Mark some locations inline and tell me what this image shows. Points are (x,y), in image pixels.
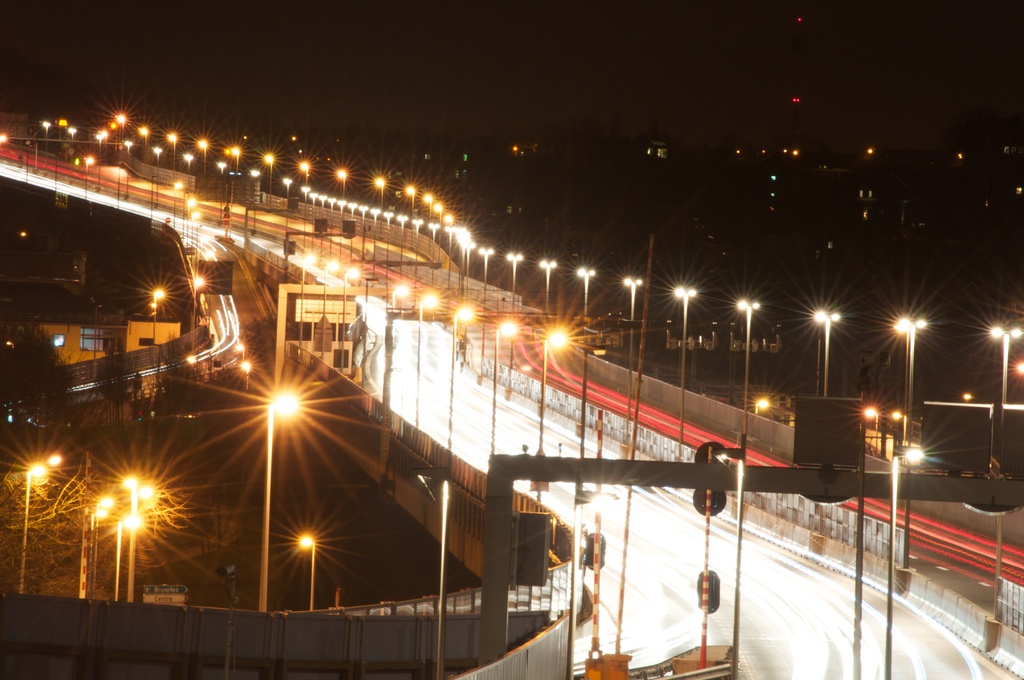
In this image, we can see a bridge (565,379) and some poles (159,158). There is a metal frame (755,487) in the bottom right of the image (746,478). There is a sky (508,96) at the top of the image (547,114).
